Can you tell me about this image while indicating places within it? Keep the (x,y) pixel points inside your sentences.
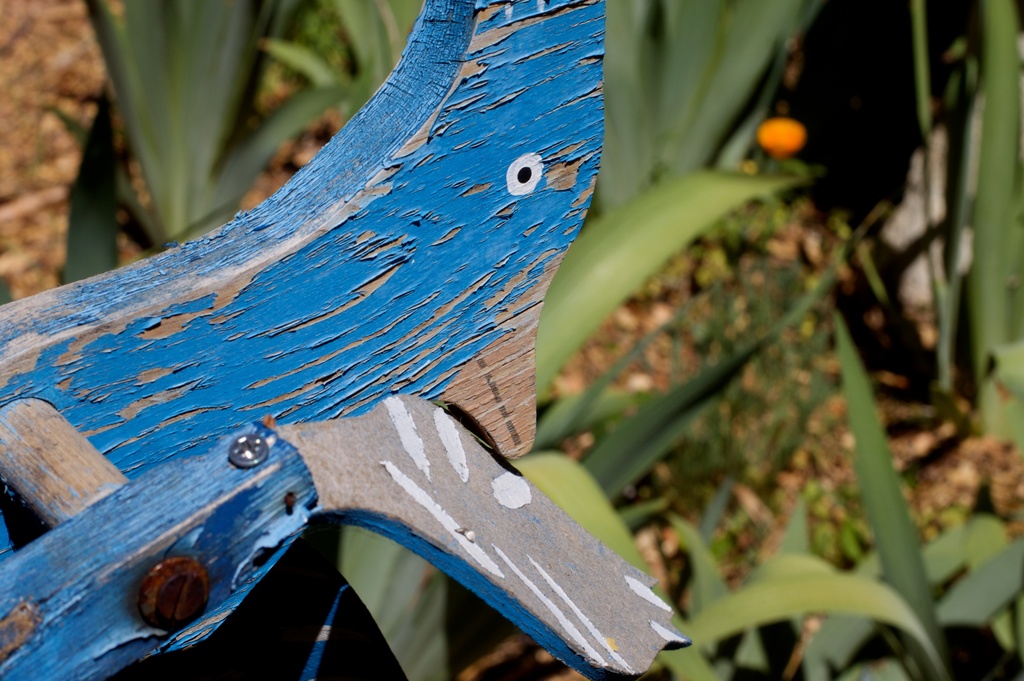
In the picture we can see wooden object (233,403) and there are some plants (105,24).
